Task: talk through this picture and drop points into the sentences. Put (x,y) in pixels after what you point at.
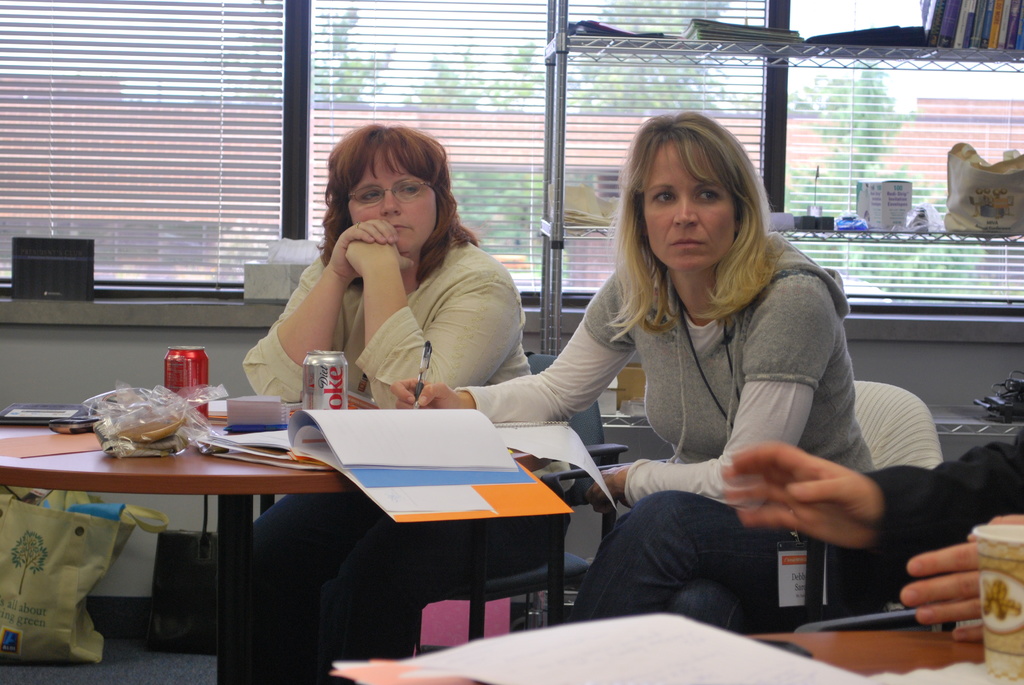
There are two women (489,308) sitting on the chair (896,417). This is a table (190,472). These are the two coke tins (193,370), file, papers (466,436) and few other things (124,411) on it. I can see books (1000,19), bag (975,208) and few other object (881,202) placed on the rack (657,42). I can see two bags (182,588) placed on the floor (172,670). This is the window (249,111) covered with sheet (372,80). At the right corner of the image (757,457) I can see person hand (911,574). This is the another table (863,655) with paper (705,666), glass (1000,643) placed on it.
